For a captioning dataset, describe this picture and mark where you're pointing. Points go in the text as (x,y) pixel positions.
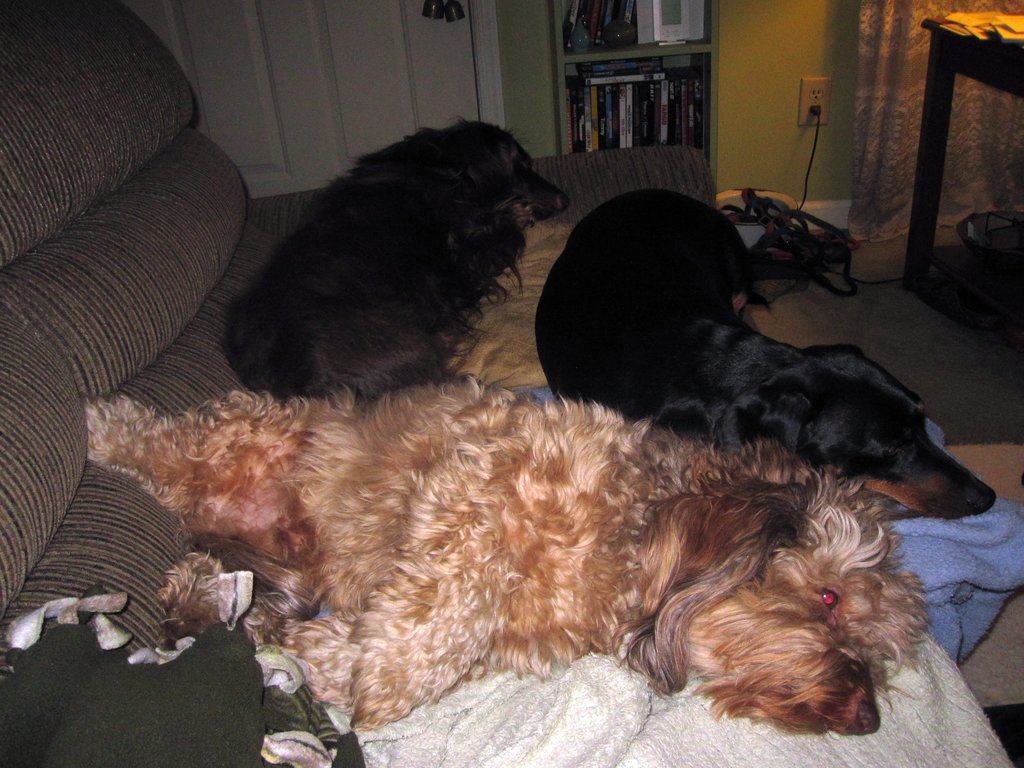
There are dogs (501,410) lying on the sofa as we can see in the middle of this image (631,322). We can see books (632,97) arranged in the racks (650,45) at the top of this image (603,78). We can see a power socket (811,94) and a table (934,210) is on the right side of this image (923,252).
